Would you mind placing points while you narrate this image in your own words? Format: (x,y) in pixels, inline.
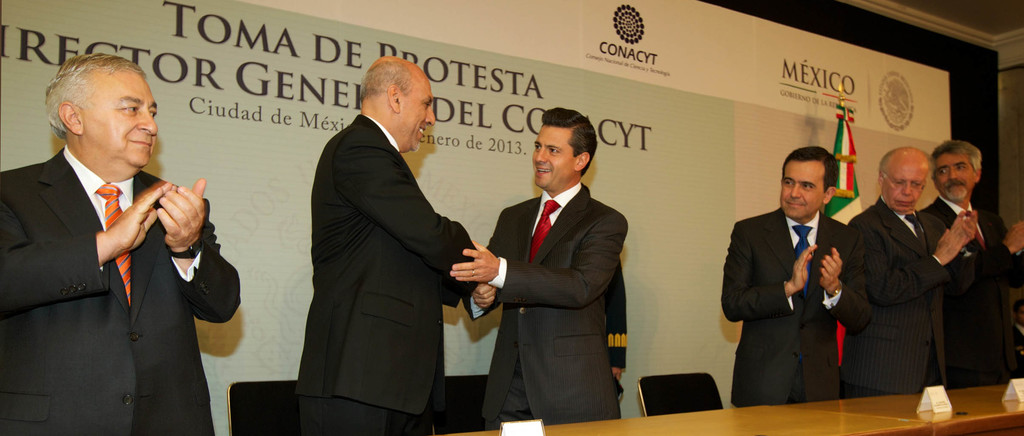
This picture might be taken inside a conference hall (771,213). In this image, we can see a group of people (439,347) wearing black color suit (540,338) are standing in front of the table (818,421), on that table (758,410), we can see a board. In the background (269,144), we can see a hoarding (775,103), flags (847,113). At the top (959,26), we can see a roof (959,26).
